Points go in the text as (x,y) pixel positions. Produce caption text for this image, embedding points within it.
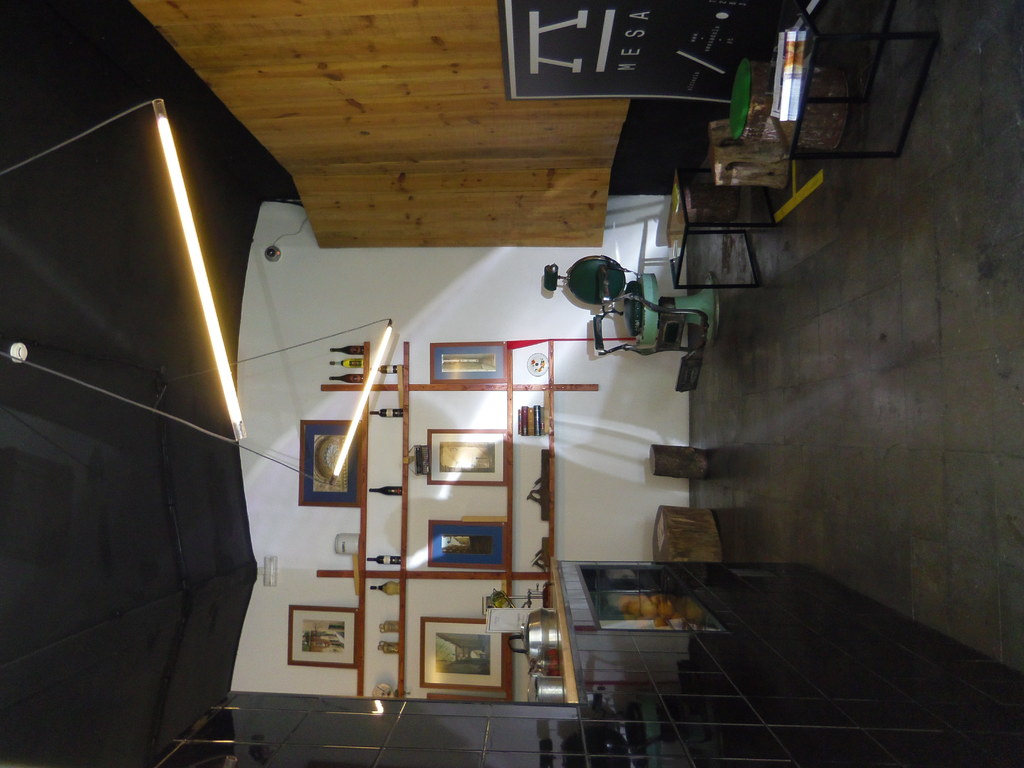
In this image I can see a rack (365,352) attached to the wall (289,343), on the wall (437,597) I can see photo frames (481,432), books (540,414), bottles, in front of the wall (557,357) there is a chair (706,309) and table (695,473), beside the wall (634,381) there is a another table (561,649), on the table (561,629) steel items (541,643) kept, at the top (197,54) there is wooden fence (425,7) and board (769,36) and tables (807,104), on tables (805,91) books (799,76) kept on it. On the left side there is a light (203,313) visible.
